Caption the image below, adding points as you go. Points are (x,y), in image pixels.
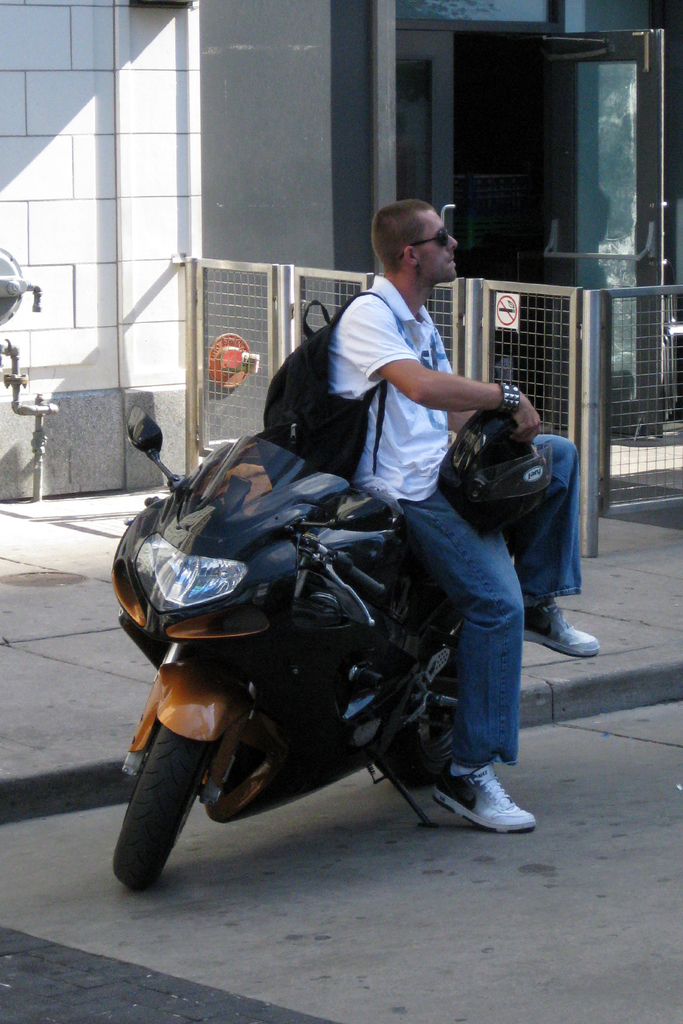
in this image the person (479,726) is sitting on the bike (391,575) and holding helmet (475,424) and one bag (306,395) and behind the person (528,601) there is one room (540,184) and background (77,284) is sunny.
